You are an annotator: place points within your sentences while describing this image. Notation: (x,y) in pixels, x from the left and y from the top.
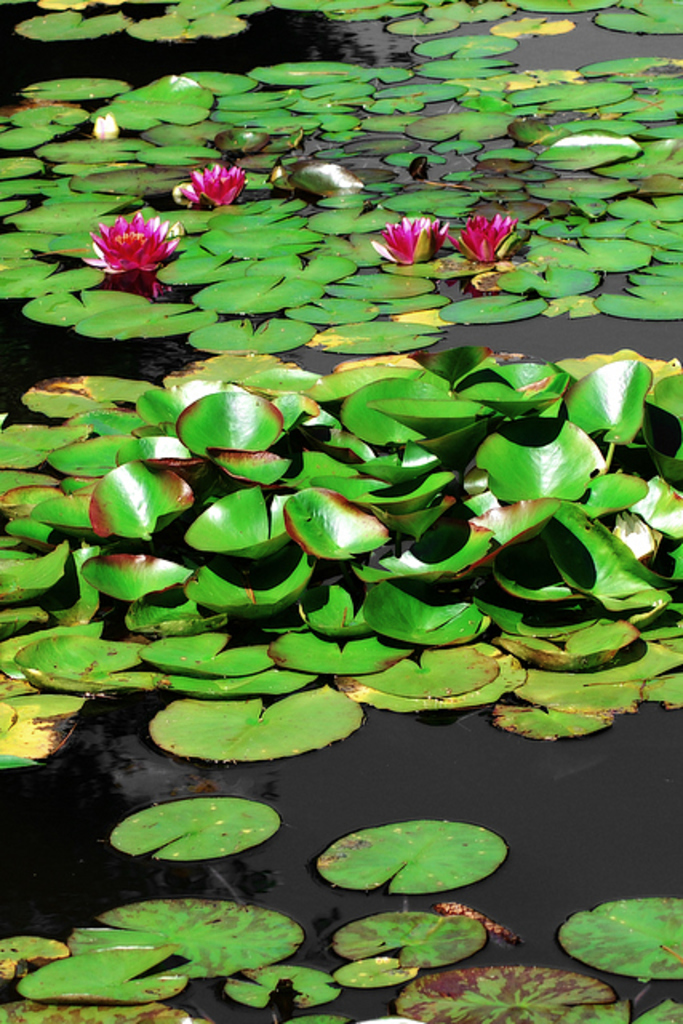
In this image there are flowers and leaves (343,608) on the water (390,786).
